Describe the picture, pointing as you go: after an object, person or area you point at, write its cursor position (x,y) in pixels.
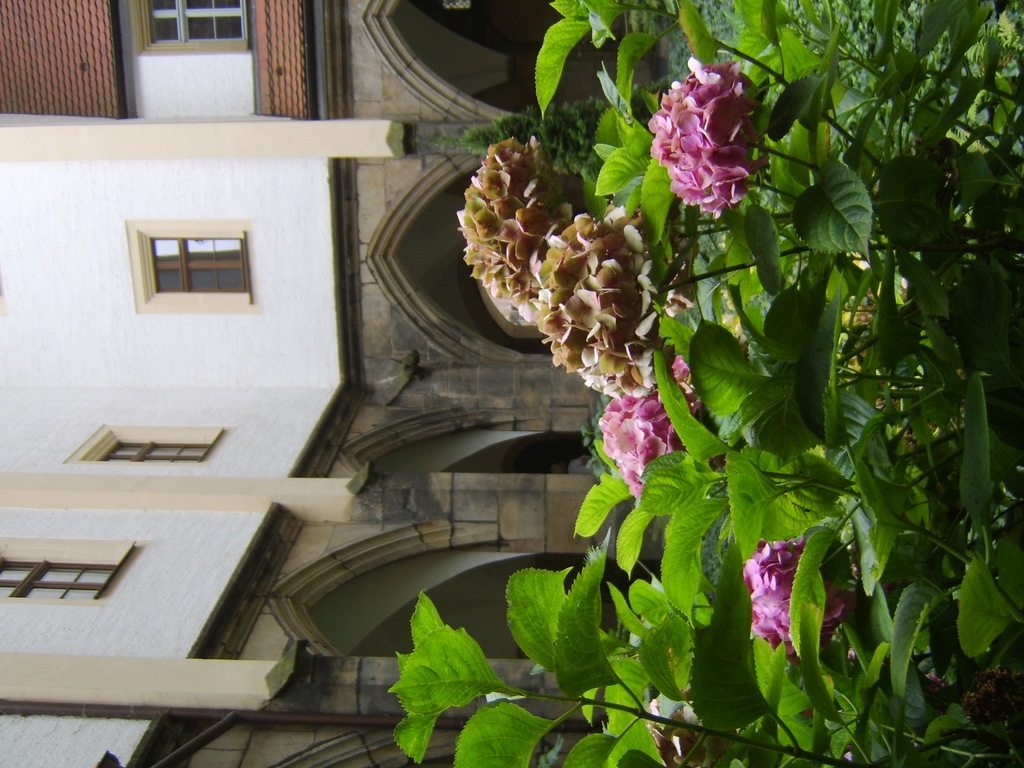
On the right side of the image (1021,18) we can see some plants (773,43) and flowers (703,74). On the left side of the image (97,30) we can see a building (364,101).
